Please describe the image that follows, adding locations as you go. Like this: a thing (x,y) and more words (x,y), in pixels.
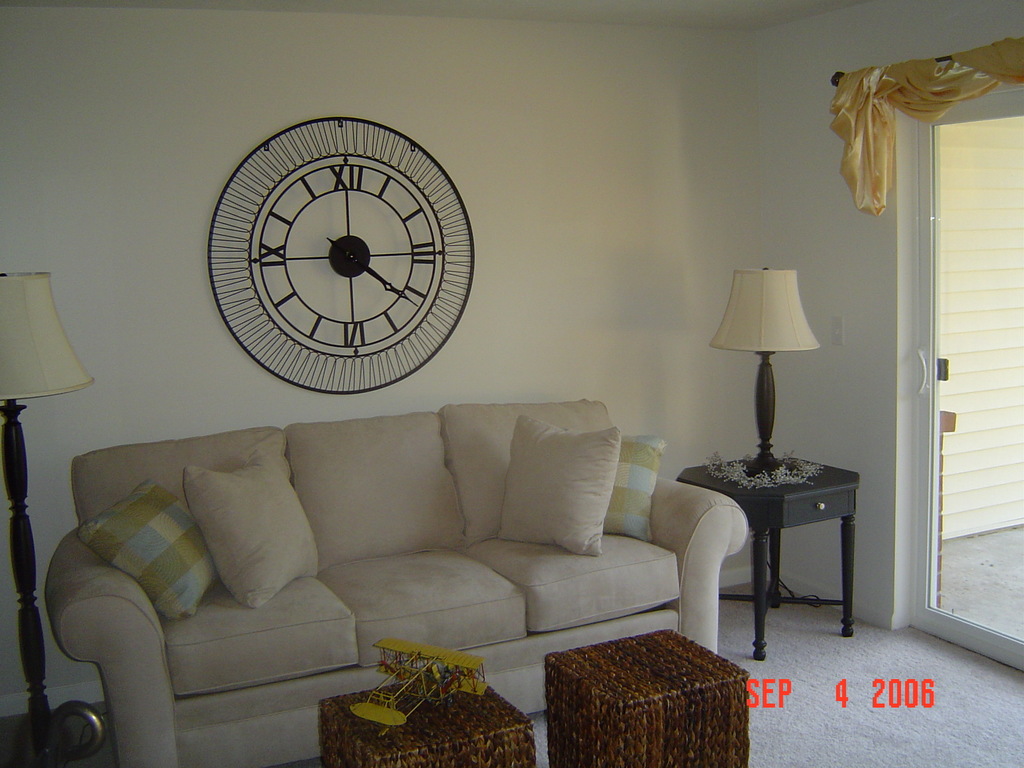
In this image i can see a couch (375,579) and four pillows (271,524) on the couch (274,618), i can see 2 lamps (39,312) each on the sides of the couch (736,501). In the background (782,401) i can see a wall (609,228), a clock (421,239), a door (991,418) and the curtain (861,115).
